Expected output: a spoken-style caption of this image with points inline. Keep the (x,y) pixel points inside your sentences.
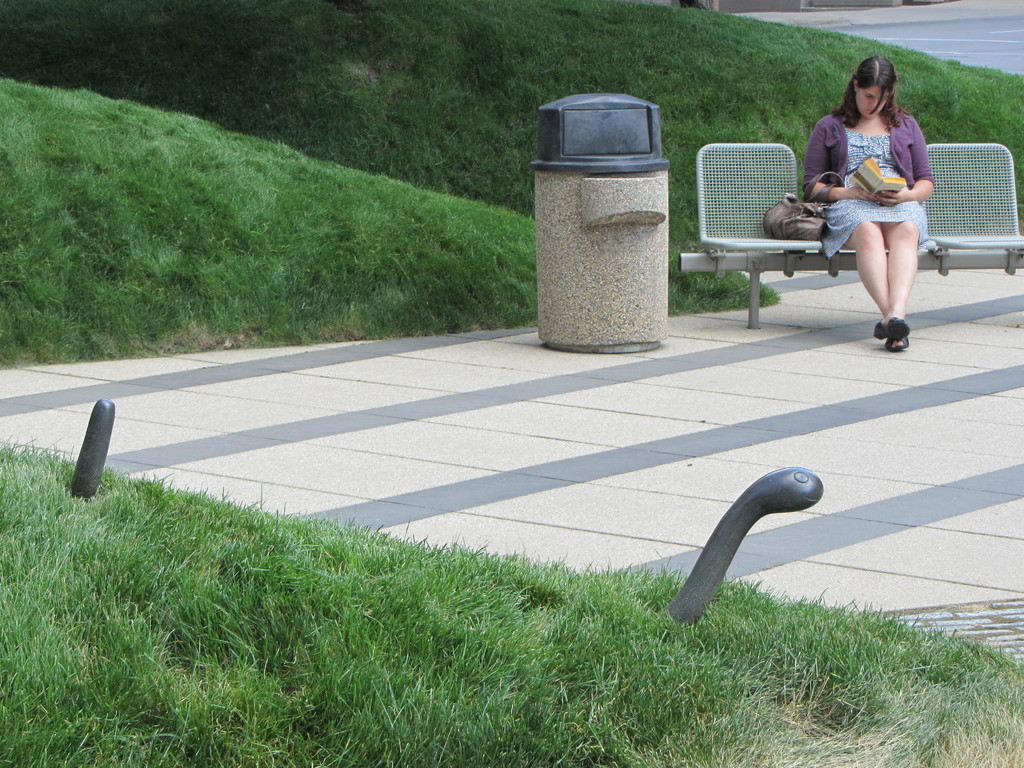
In this picture we can see grass (287,191) and a woman (858,202) is seated on the chair (951,222) and she is reading a book (864,172), besides to her we can find a bag (786,220).
